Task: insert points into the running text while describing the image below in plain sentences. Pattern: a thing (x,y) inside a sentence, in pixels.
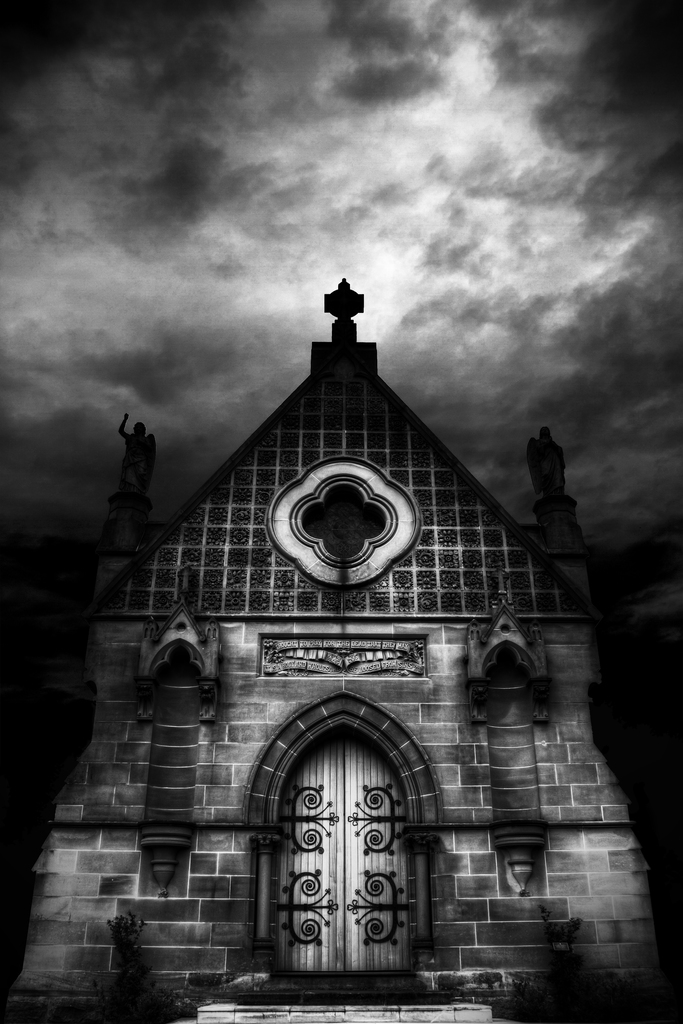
In this picture I can see the building (346,582). I can see clouds (371,233) in the sky (366,169).
